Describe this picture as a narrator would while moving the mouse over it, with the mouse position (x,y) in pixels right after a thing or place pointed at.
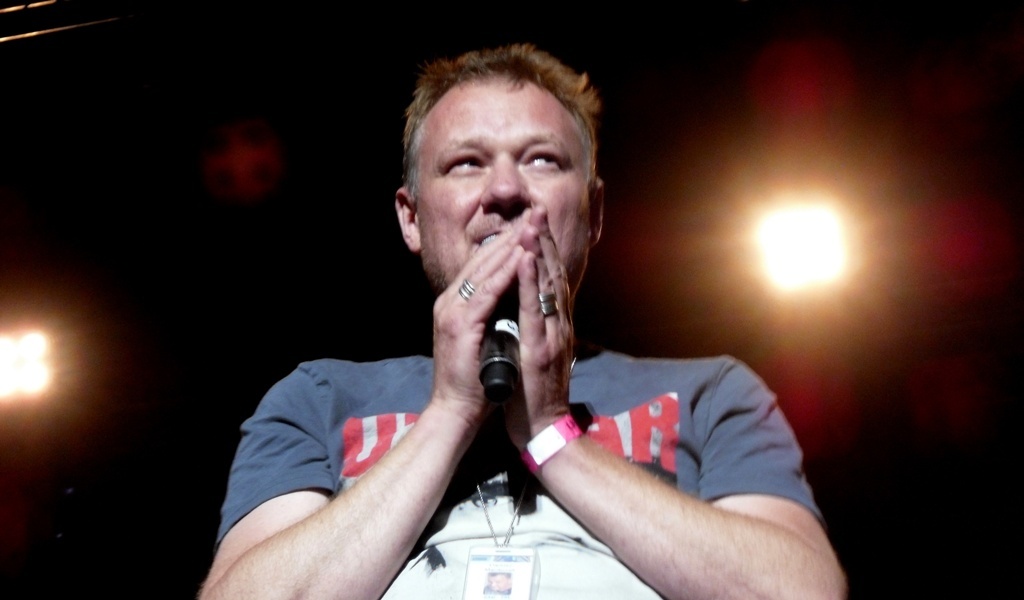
In this image I can see the person (414,401) with the white and grey color t-shirt (506,425) and the person (523,303) holding the mic (492,370). In the background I can see some lights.
